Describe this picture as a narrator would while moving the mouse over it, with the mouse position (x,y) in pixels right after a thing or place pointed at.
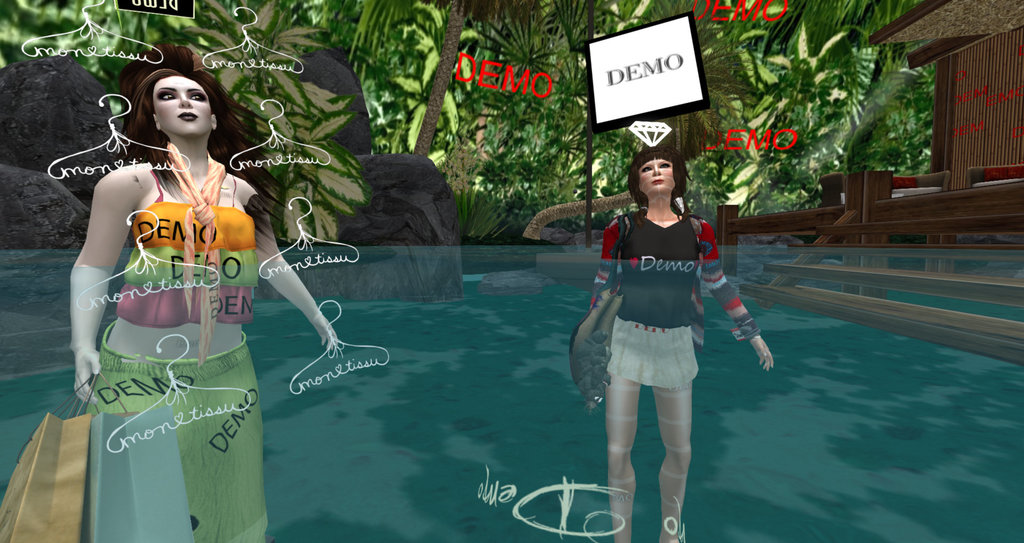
In the image there is a anime image of two ladies (635,342) standing inside water (377,444) and behind there are trees (416,84).
